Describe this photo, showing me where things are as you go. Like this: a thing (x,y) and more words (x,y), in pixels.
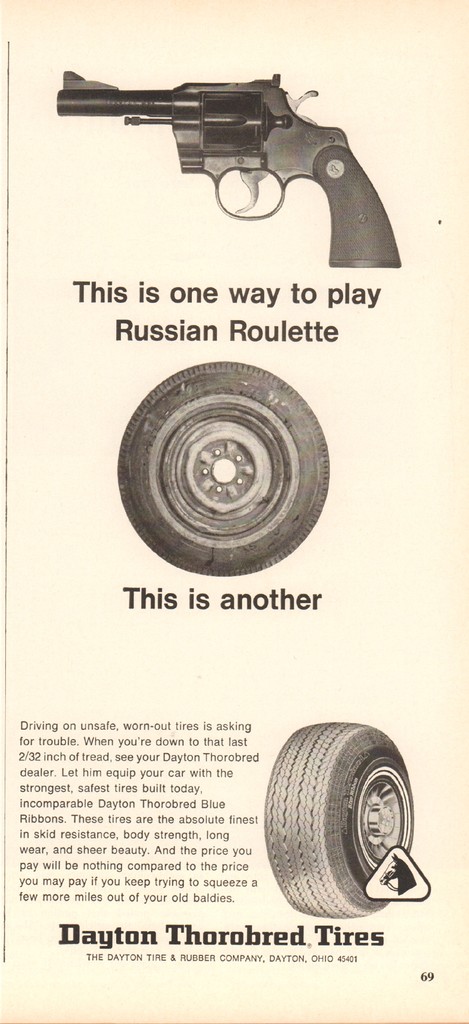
In this picture there is a poster (126,972) in the image, which consists of pistol (278,83).
